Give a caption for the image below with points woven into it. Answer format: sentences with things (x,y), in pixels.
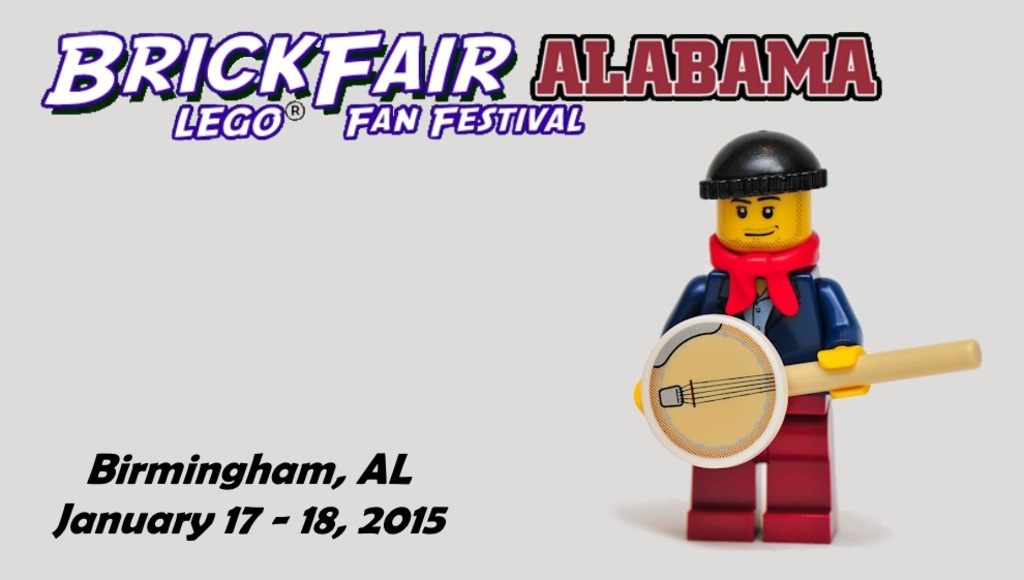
In the image there is a poster (857,300). On the poster (861,310) at the right side of the image (752,206) there is a toy (789,312) with black helmet (753,183), yellow face (791,233) and blue jacket (808,329) is standing and holding a musical instrument (718,360). At the top of the image (596,47) there is a name (739,78) of the event. And at the bottom of the image (106,469) to the left side (136,462) there is a name (395,466), month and date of the event.
